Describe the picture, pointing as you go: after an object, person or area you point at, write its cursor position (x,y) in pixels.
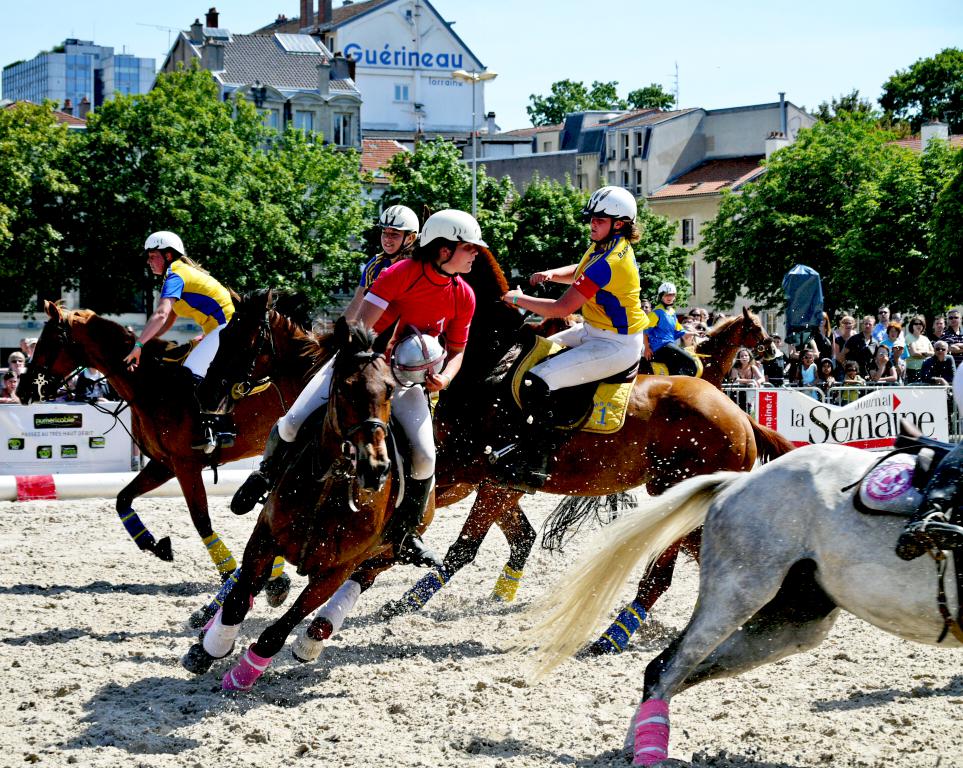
In this Image I can see few people (596,316) are sitting on the horses (361,447). Horse (361,447) is in brown, black and white color. Back I can see buildings (705,210), windows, trees (884,254), light-poles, fencing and few people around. The sky (727,99) is in white and blue color.
